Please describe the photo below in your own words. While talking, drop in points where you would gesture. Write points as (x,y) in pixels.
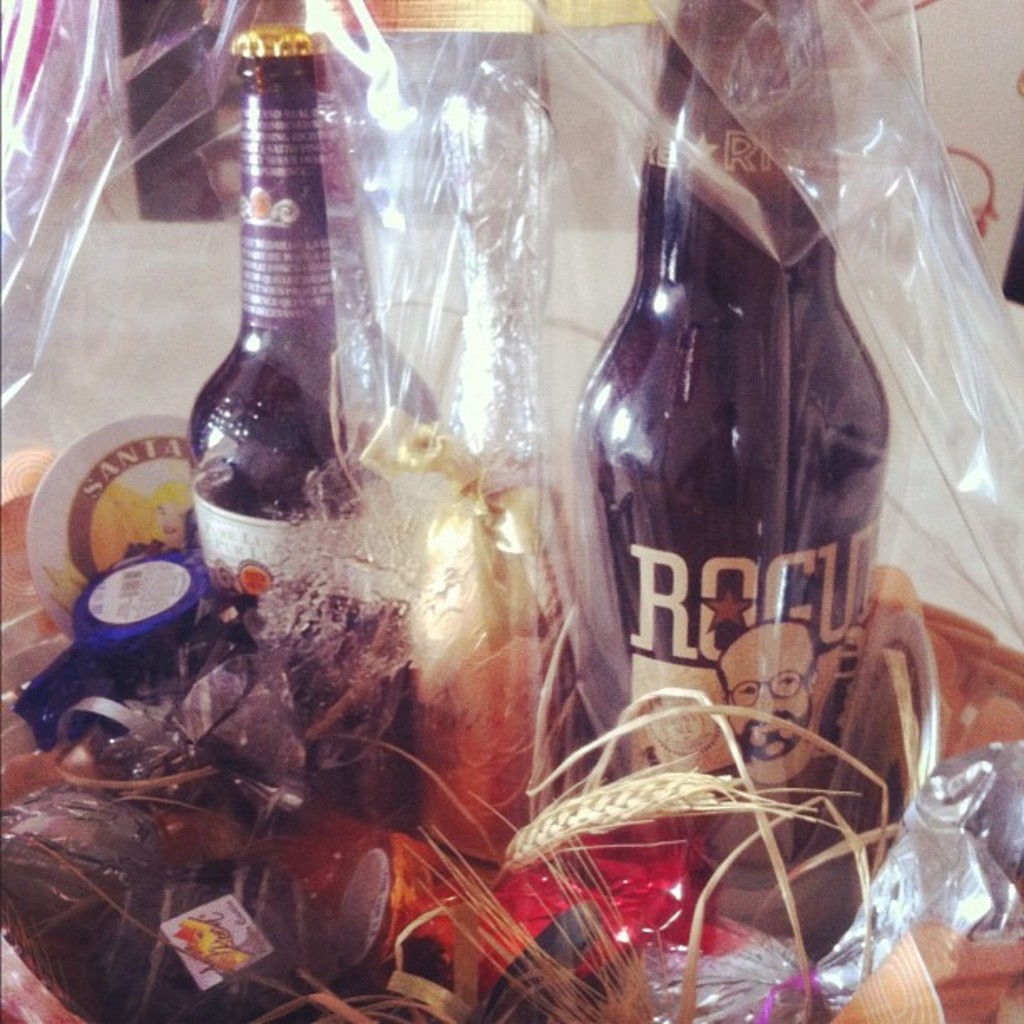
In this picture there are bottles (239,58), chocolates (191,829), and other wrappers (542,608) inside the polythene (580,288).
